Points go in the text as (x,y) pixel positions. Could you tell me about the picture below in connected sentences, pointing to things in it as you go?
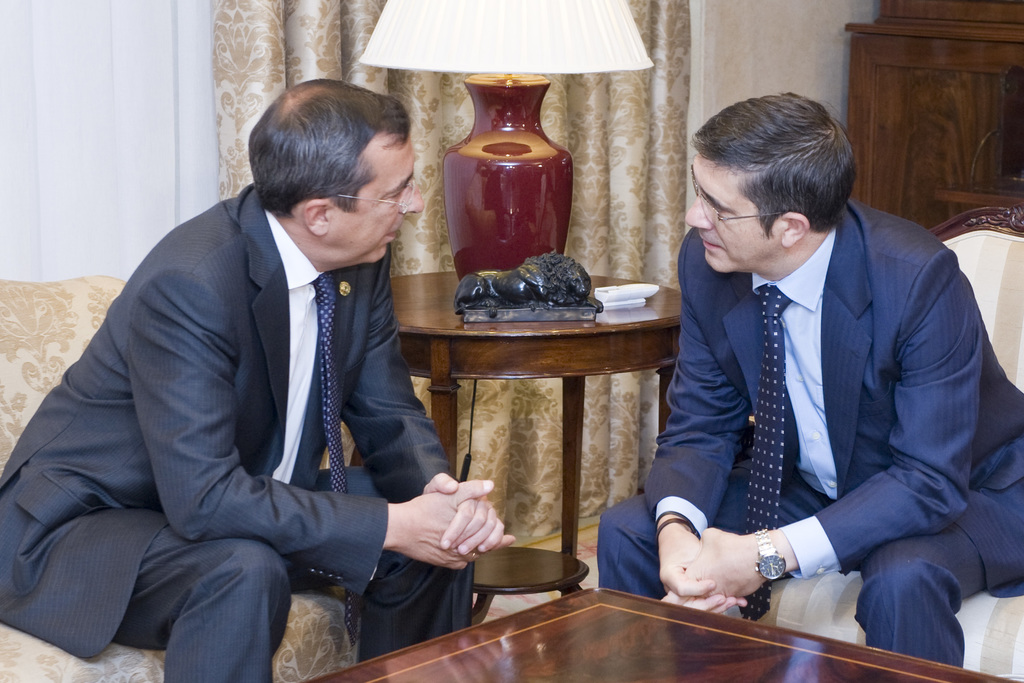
In this image there are two people (777,489) sitting on a sofa (800,594) in between them there is a table (527,335) and there is a lamp (559,187) which is placed on the table (529,331). At the bottom of the image (901,670) there is a table (535,634). In the background (299,42) there is a curtain (324,62).
